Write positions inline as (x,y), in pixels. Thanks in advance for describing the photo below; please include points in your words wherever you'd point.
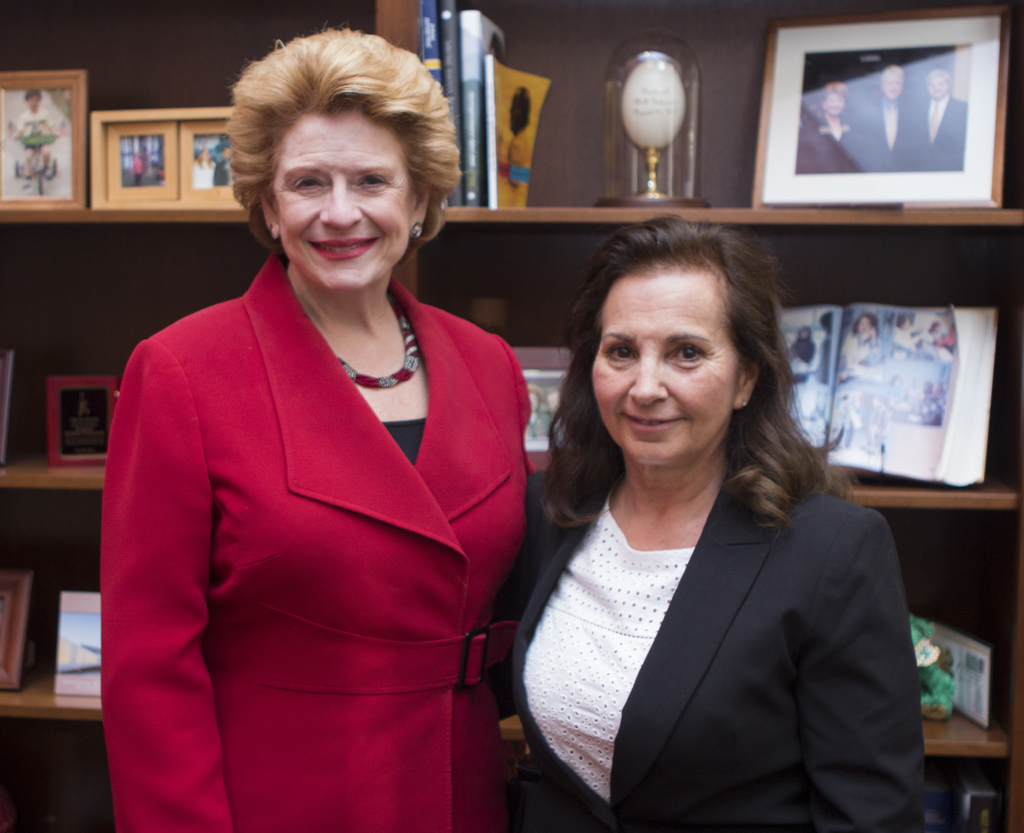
In the center of the image (346,490) we can see two ladies (637,448) standing and smiling. In the background (186,63) there is a shelf (926,289) and we can see photo frames (38,202), books (815,423), awards (657,202) and some objects (642,190) placed in the shelf (728,94).
